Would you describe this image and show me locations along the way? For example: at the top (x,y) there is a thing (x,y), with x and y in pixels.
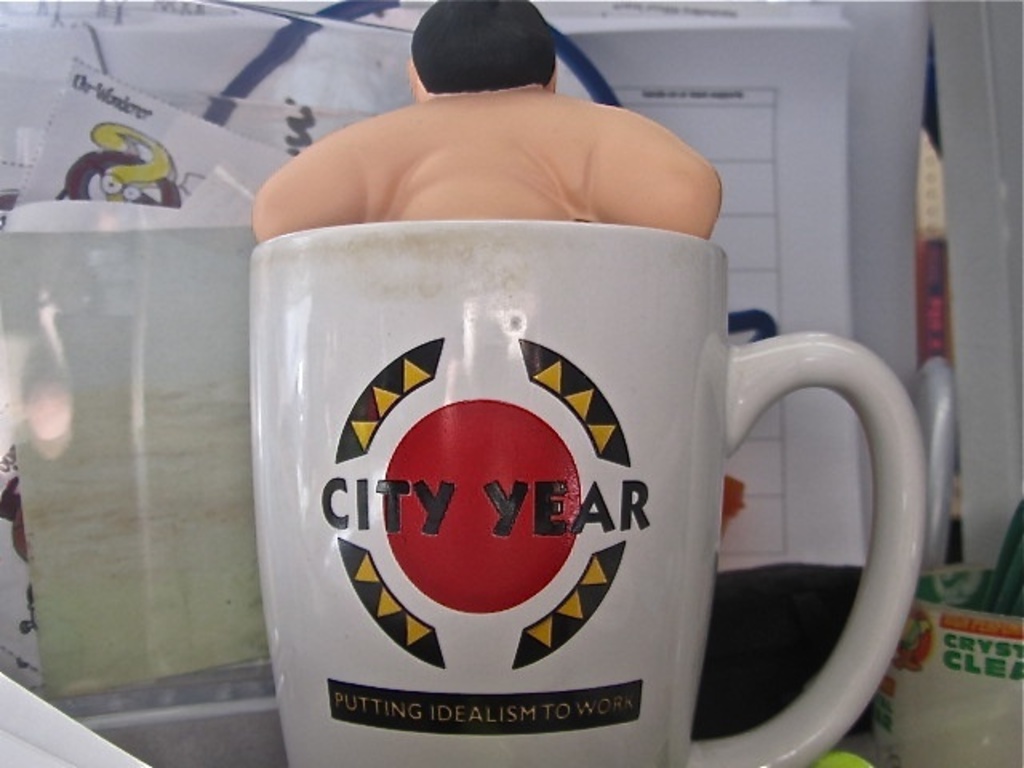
In this image I can see a mug (634,291) in white and red color. In the mug (459,251) I can see a toy (443,209) in cream color, background (775,130) I can see few papers (738,148) in white color and I can also see a drawing (86,184) on the paper (115,133).
